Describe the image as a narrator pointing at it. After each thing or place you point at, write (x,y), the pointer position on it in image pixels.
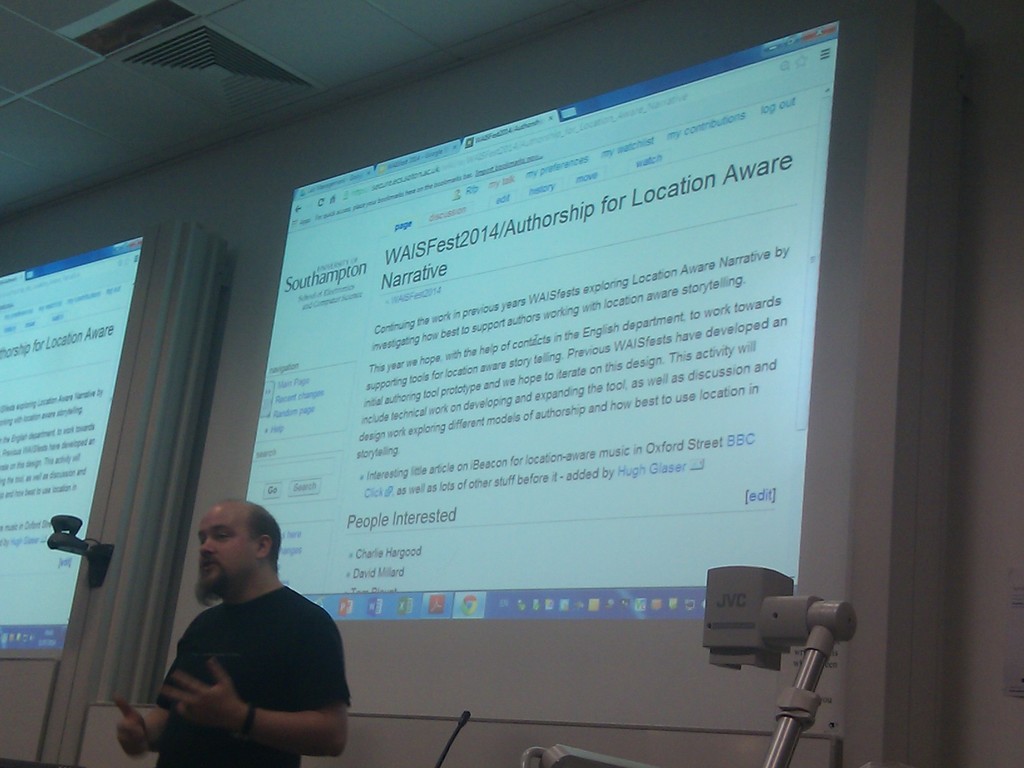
In this image there is a person (247,693) standing, in the background (449,105) there is a wall (975,214) and a screen (460,264), on that screen (459,278) there is some text (424,361), at the top (367,37) there is a ceiling (88,125).
